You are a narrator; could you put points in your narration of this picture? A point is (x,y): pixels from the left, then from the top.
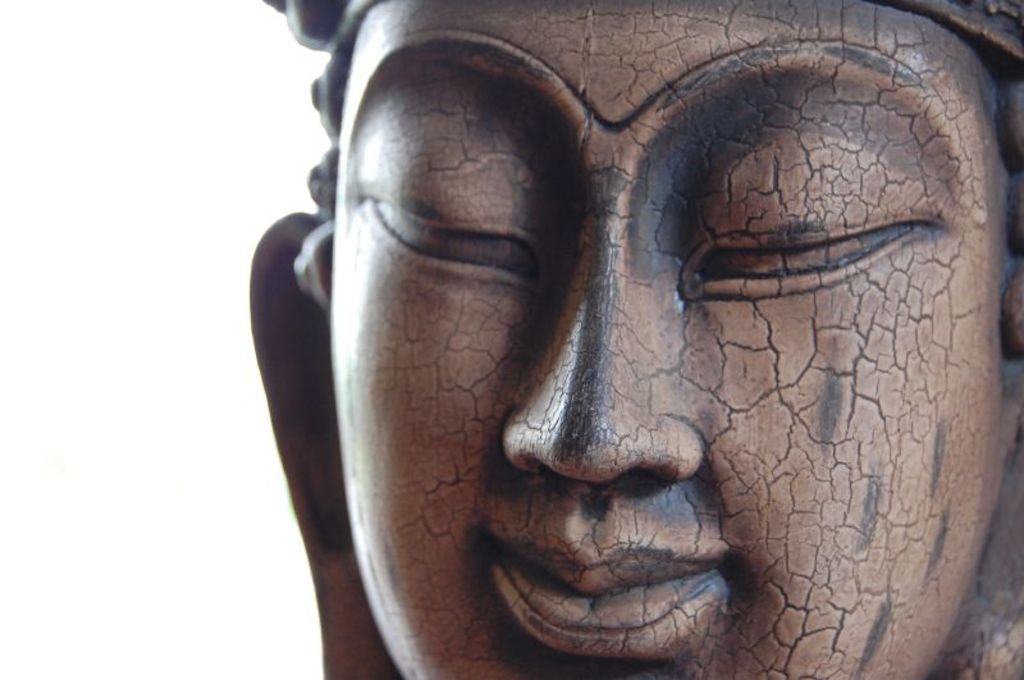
In this picture there is a sculpture (832,217). On the left side of the image (150,420) there is a white background (136,301).
